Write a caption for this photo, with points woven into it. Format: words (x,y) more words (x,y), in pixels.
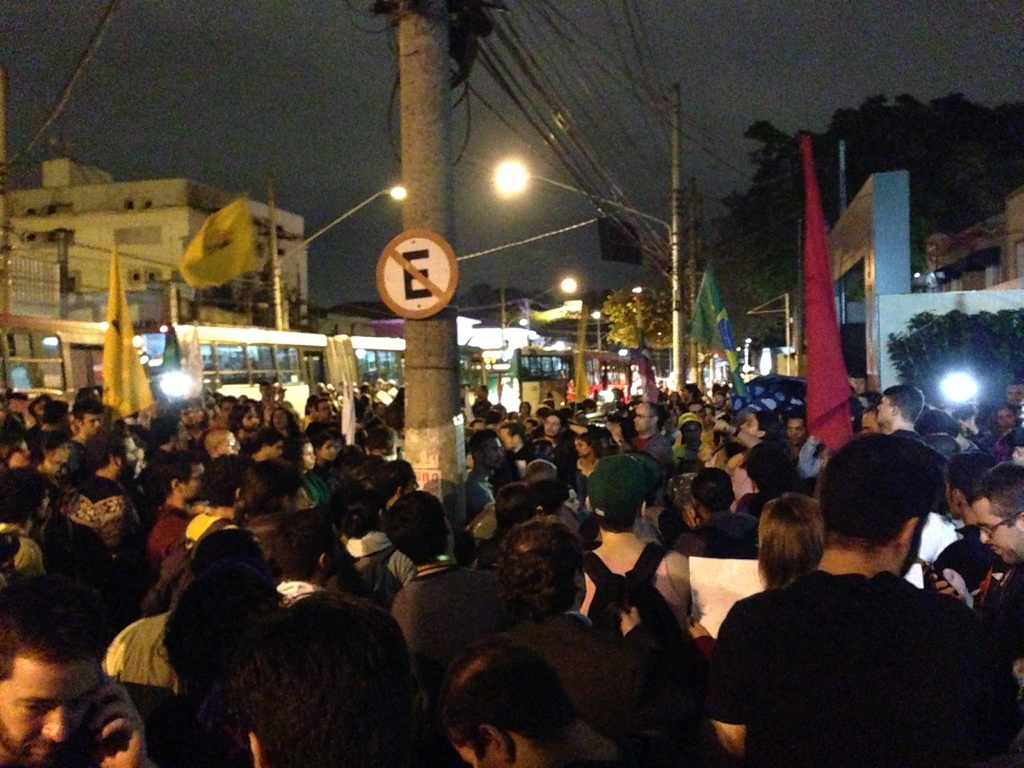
In this picture there are people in the center of the image (542,494) and there are buildings (853,266) and trees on the right (855,247) and left side of the image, there is a pole (412,383) in the center of the image (431,367), there are buses (7,375) on the left side of the image (296,369).
